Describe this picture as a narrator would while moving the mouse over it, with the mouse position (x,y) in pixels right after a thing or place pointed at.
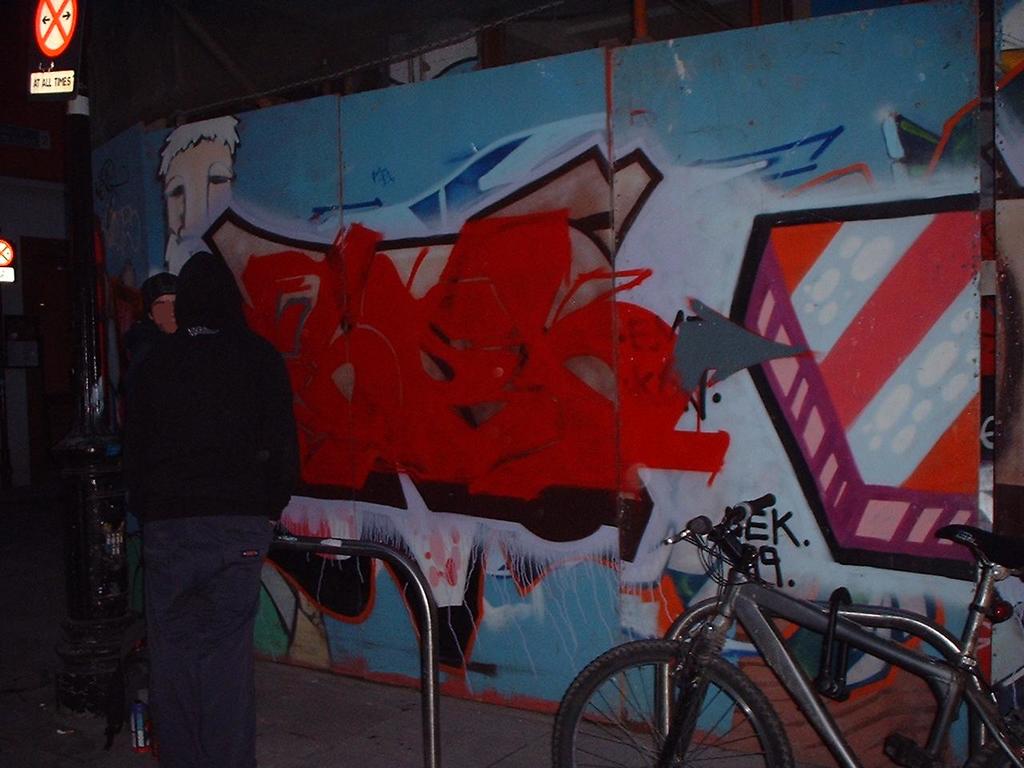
In this image I can see a person (164,446) standing. I can see a bicycle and sign boards (50,82) and poles (88,328). The wall (460,303) is in colorful.
